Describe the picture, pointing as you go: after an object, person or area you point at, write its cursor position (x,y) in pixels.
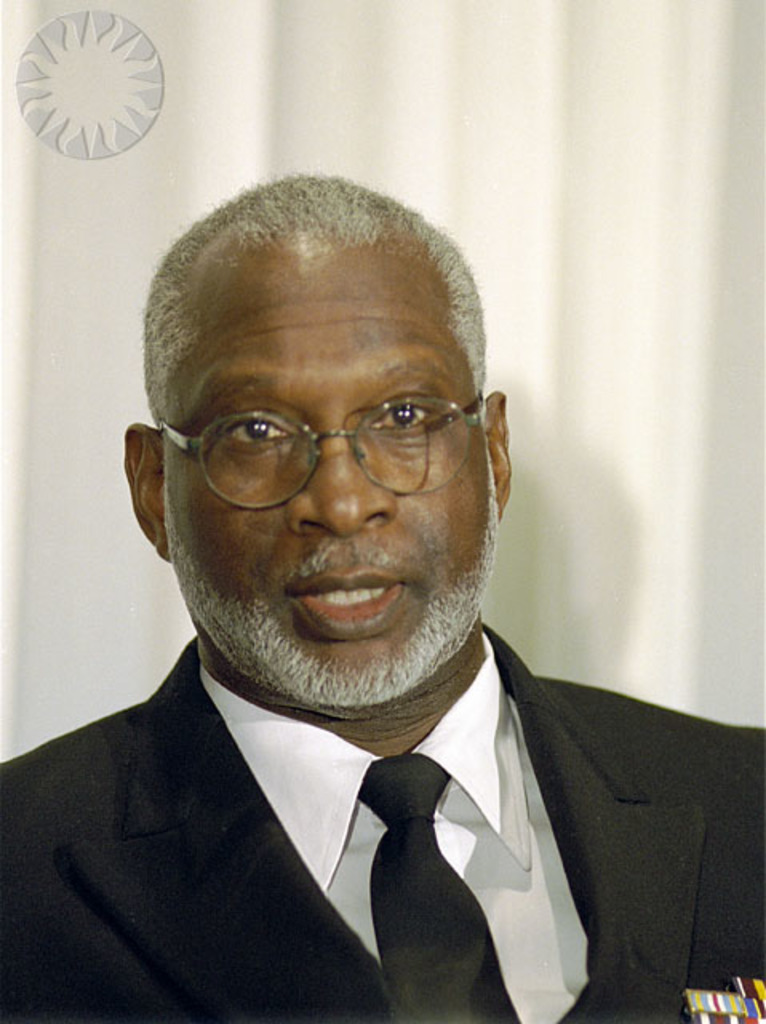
In this image, we can see a person (352,685) on the white background. This person (616,701) is wearing clothes (296,746) and spectacles (296,457). There is logo (82,87) in the top left of the image (92,97).
